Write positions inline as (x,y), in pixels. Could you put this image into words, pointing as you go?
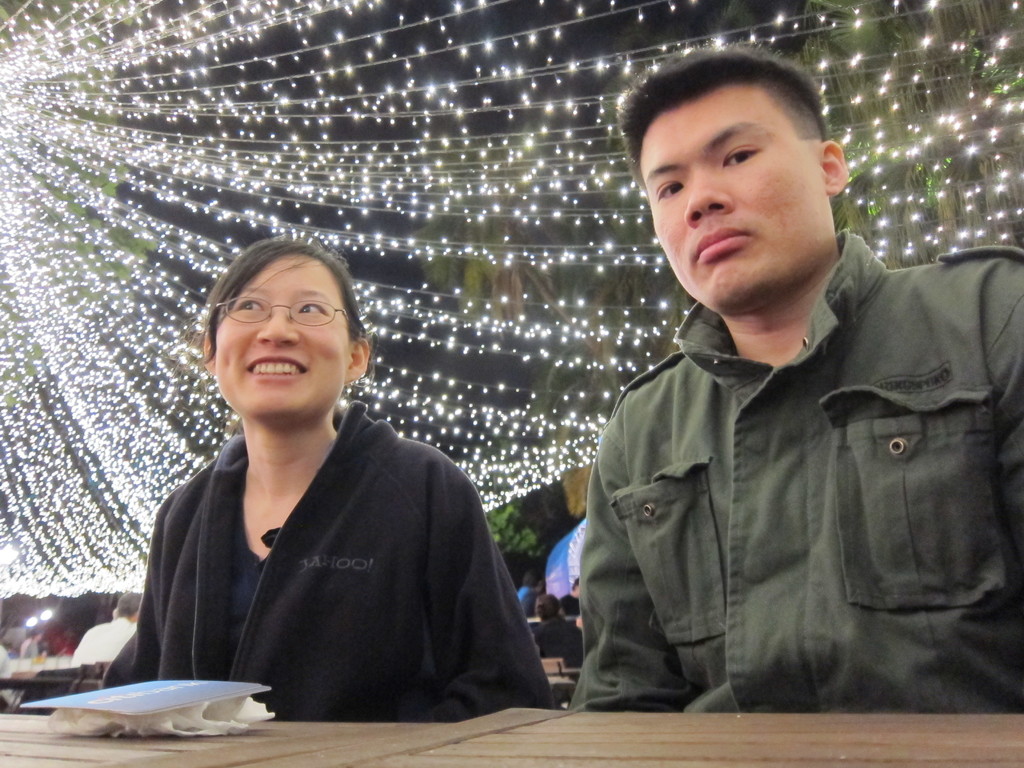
In this image we can see two persons (870,641) are sitting and we can also see lights (533,83) and some other objects (200,680).
